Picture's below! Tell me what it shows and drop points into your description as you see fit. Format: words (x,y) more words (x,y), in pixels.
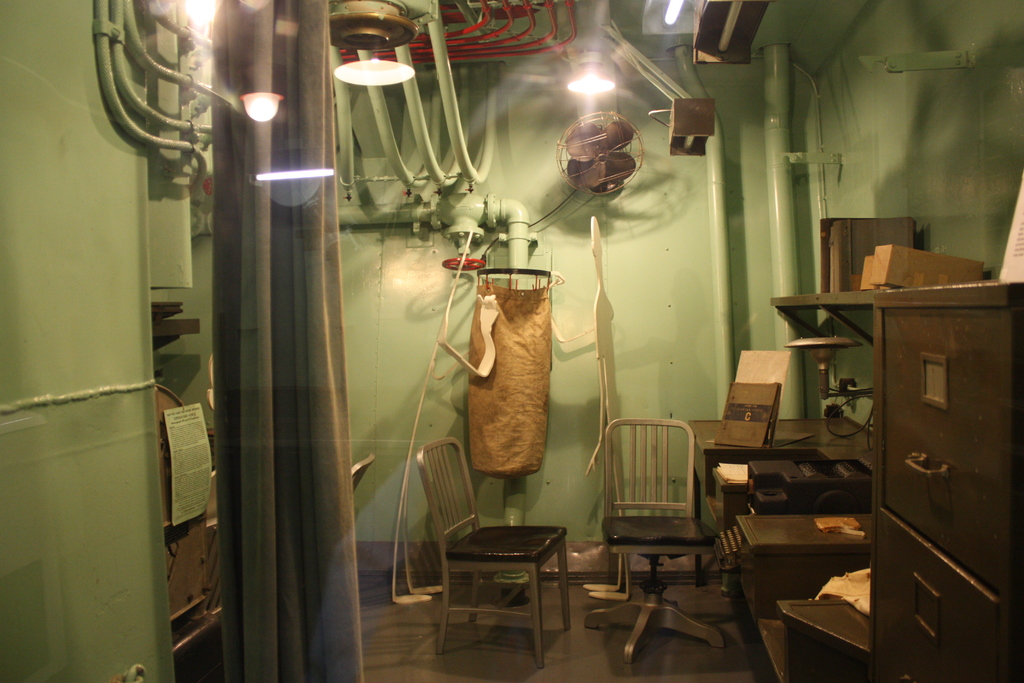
Here we have chairs (544,546), fan (601,151), light (587,90), iron box (933,486).
